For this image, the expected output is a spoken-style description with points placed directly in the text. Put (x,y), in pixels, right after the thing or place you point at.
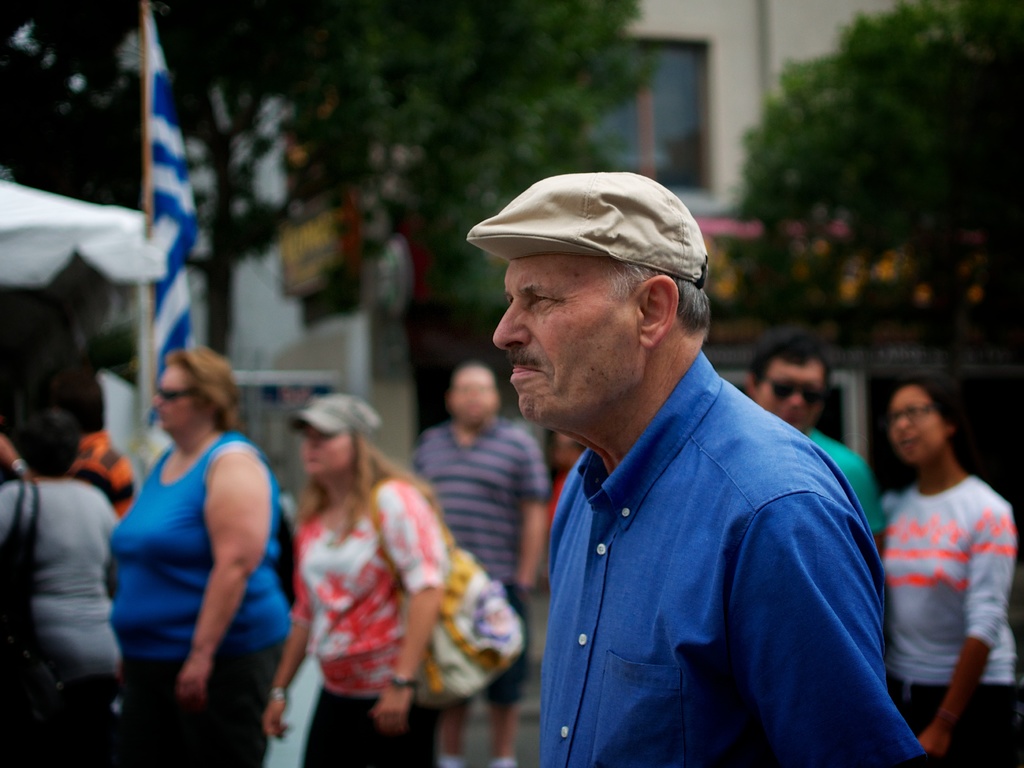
In this given image, I can see couple of people (564,486) and a flag (173,216) towards left (158,102), I can see few trees (892,126) towards right (924,123), We can see a tree (890,109) and a building (718,86) which includes with a window (678,119).
